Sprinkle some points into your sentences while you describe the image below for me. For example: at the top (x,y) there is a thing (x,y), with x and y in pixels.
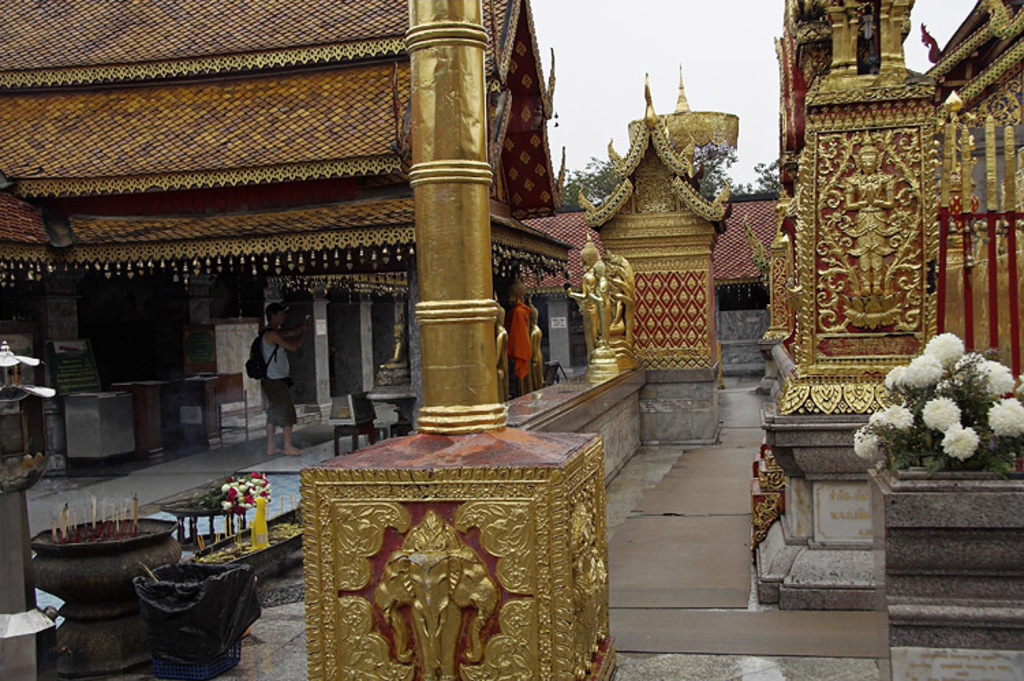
This is a temple (438,314) and here we can see a man (289,368) inside the temple (293,372), there are some pillars (562,353) and we can see some statues (596,375). On the right (958,513), there is a flower pot (926,488).
